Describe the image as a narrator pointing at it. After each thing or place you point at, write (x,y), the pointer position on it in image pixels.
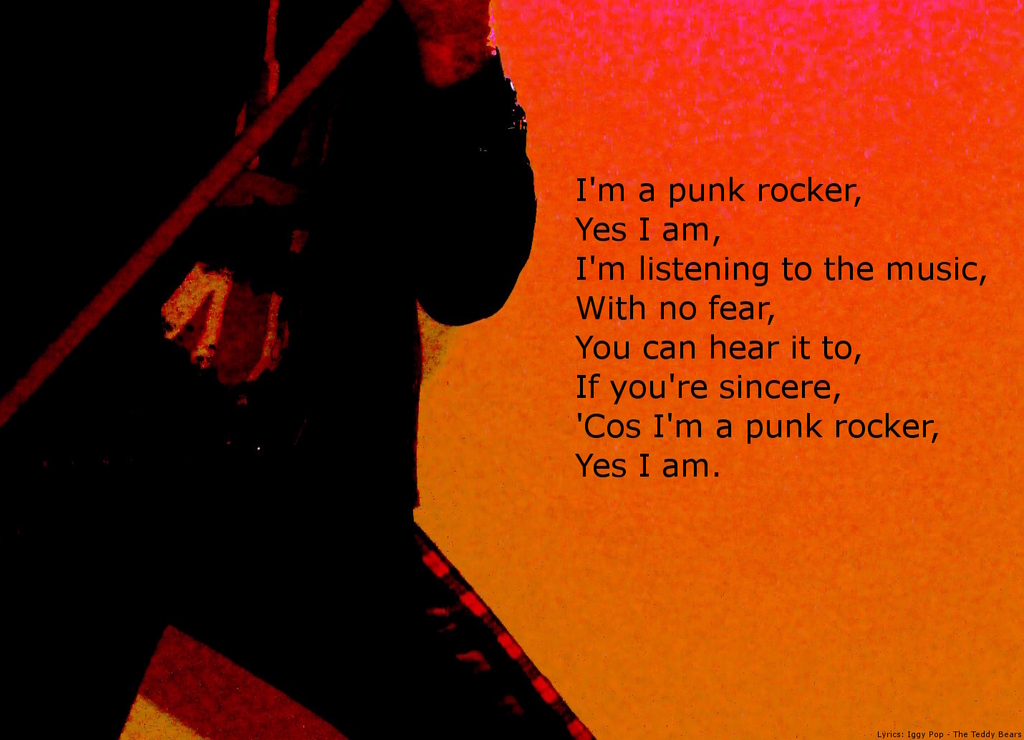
In this image, we can see depiction of a person (222,420) and some text (604,387).
